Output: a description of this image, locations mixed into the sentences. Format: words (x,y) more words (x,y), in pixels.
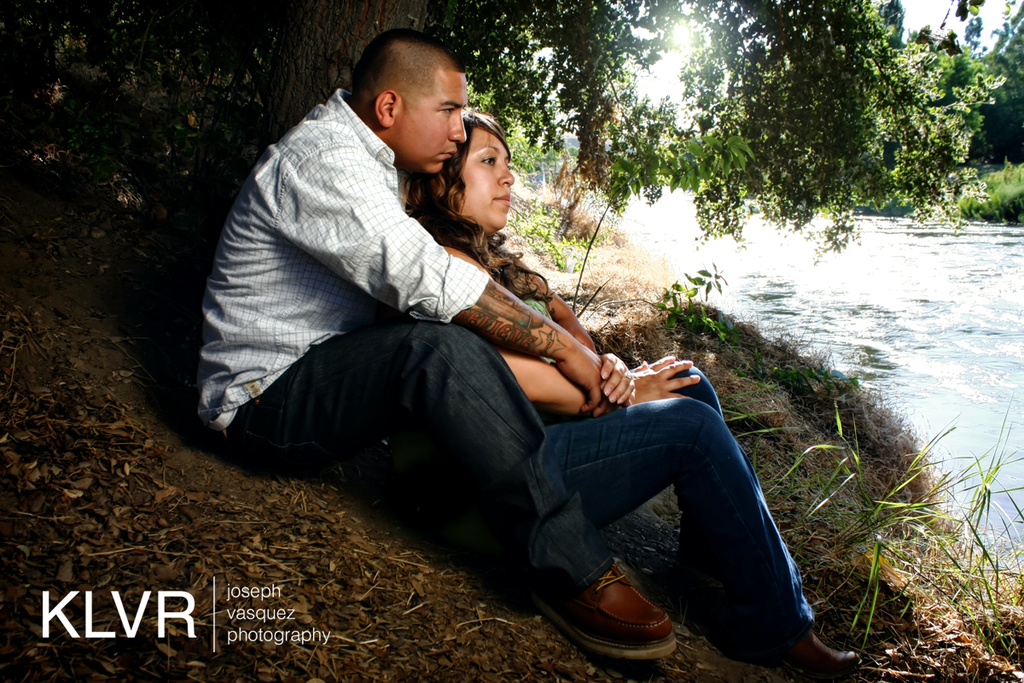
In this image we can see a man (391,279) and a woman (491,259). On the right side (819,305) there is water (995,336). Also we can see trees (611,25). On the ground (305,602) there are few plants (869,541). In the left bottom corner (121,614) something is written.
